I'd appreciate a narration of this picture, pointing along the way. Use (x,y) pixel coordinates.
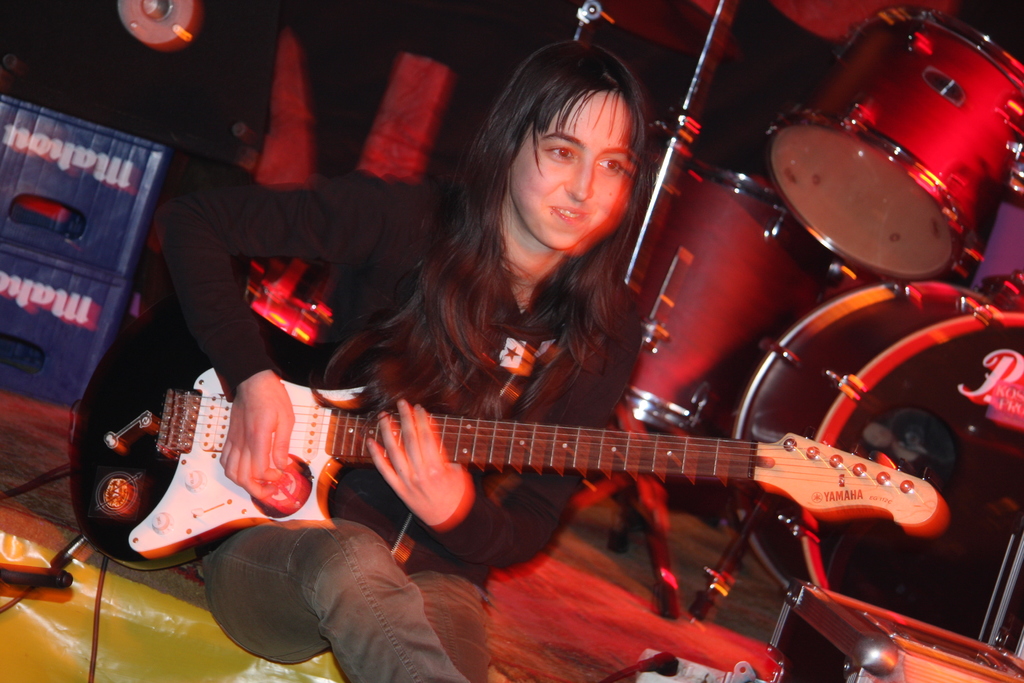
In this picture we can see a woman (518,403) sitting on the floor (580,580). And she is playing guitar (940,515). On the background (705,290) there are some musical instruments (883,373).
